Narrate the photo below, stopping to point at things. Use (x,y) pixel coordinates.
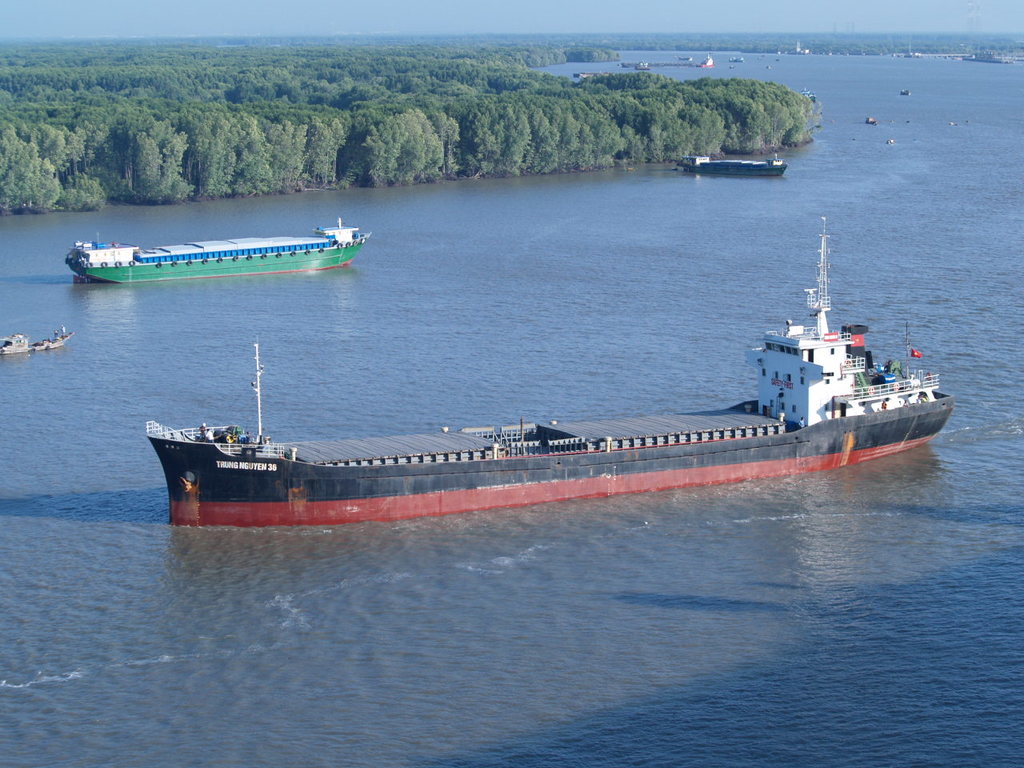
In this image there is water (368,552) at the bottom (124,563). And there are ships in the foreground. There are trees (55,174) and ships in the background (768,132). And there is sky (963,6) at the top (979,17).
